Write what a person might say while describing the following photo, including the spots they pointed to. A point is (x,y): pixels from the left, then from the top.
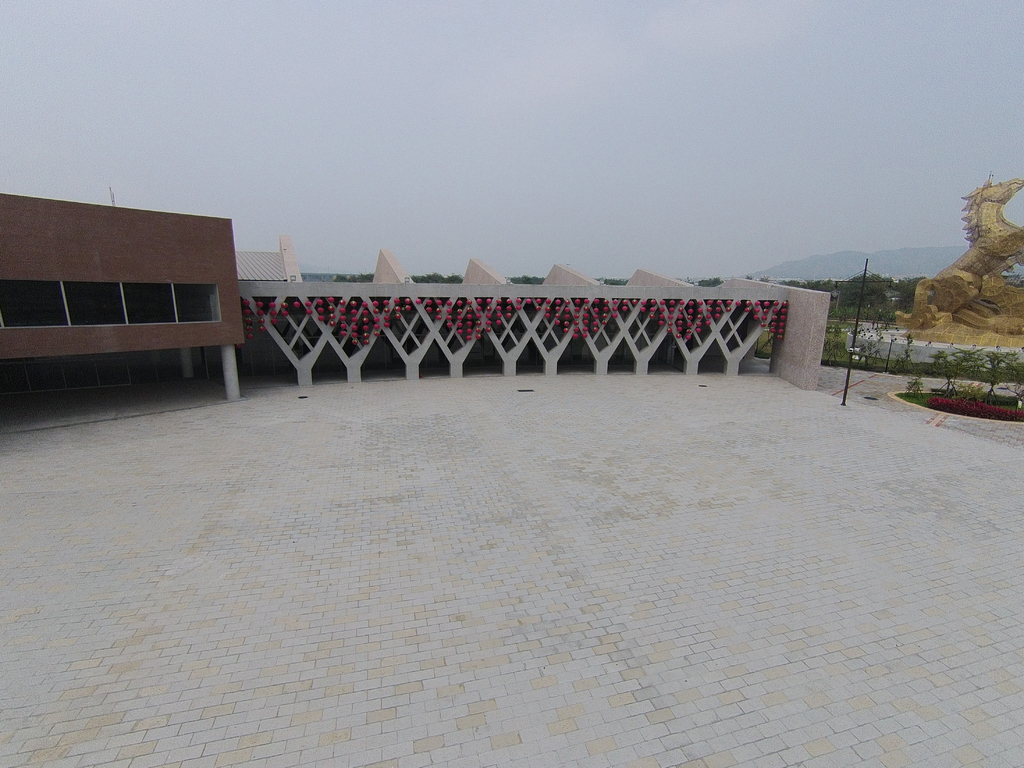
This looks like a building (137,350). I think this is an architectural wall (261,294). I can see a sculpture (960,282) of a horse (957,294), which is gold in color. This looks like a pole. I can see the plants (927,364). These are the pillars (187,360).
